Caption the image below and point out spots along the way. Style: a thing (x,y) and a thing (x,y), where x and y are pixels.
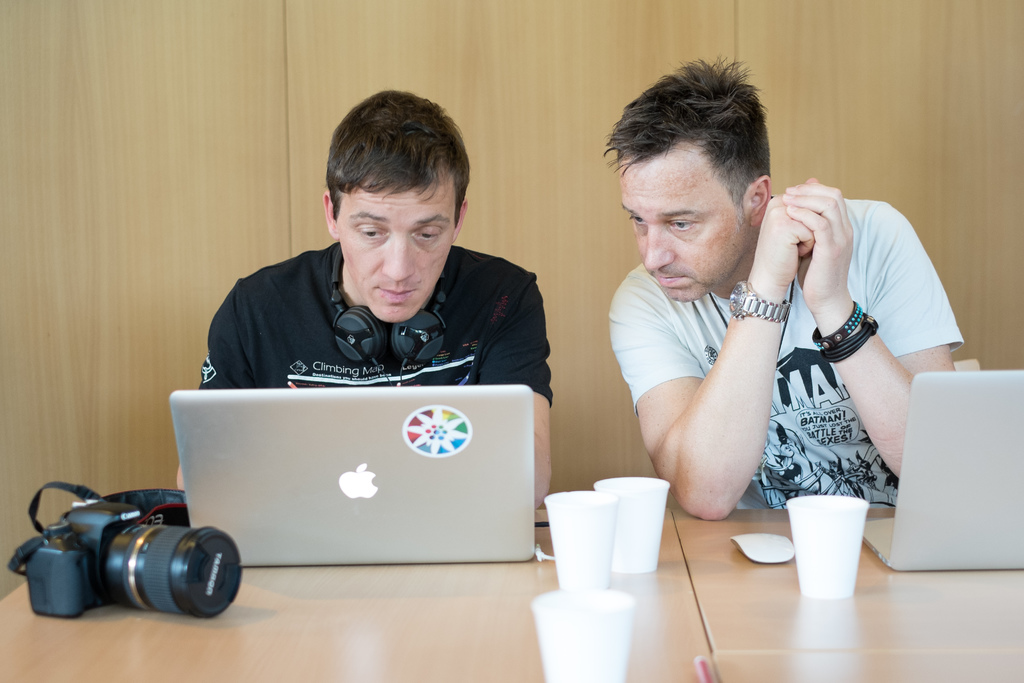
A person (320,285) wearing a black t shirt (509,301) is having a headset (355,318) on his neck (343,273). Another person (701,361) wearing a white shirt (793,382) is wearing a watch (751,303). Both are sitting. In front of them there is a table (664,629). On the table (815,635) there are two laptops (965,457), cups (602,549) and a camera (131,536). In the background (273,94) there is a wooden wall (502,94).
